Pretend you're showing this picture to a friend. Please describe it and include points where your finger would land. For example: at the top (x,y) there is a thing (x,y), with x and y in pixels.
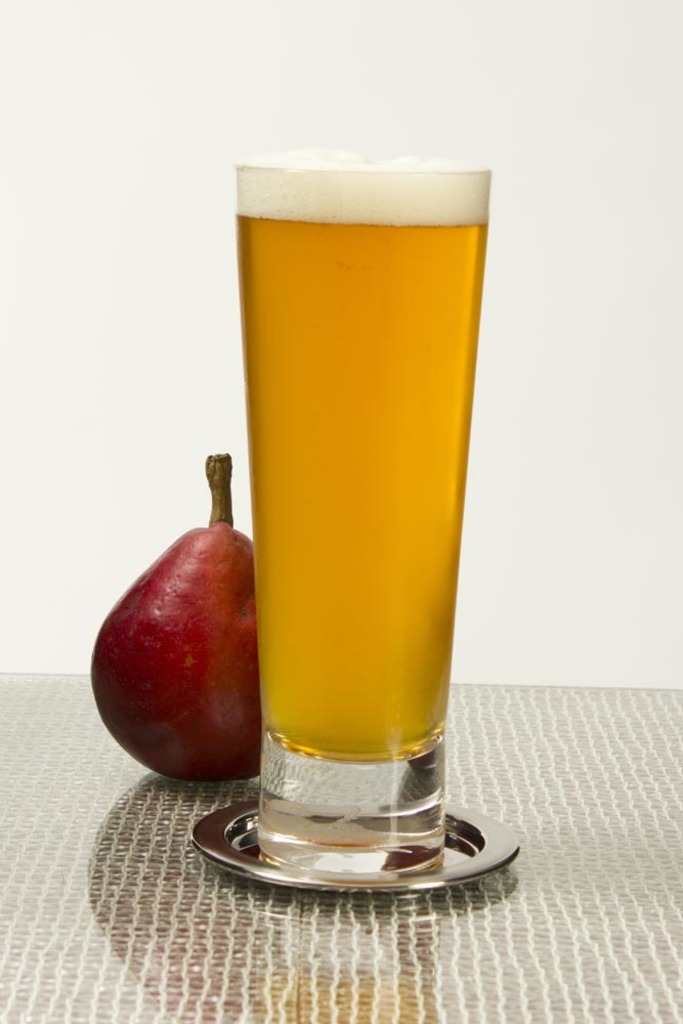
In this image we can see a fruit (240,713) and a glass (285,441) with liquid (406,343) on the table (124,760), in the background (76,187), we can see the wall (651,228).
